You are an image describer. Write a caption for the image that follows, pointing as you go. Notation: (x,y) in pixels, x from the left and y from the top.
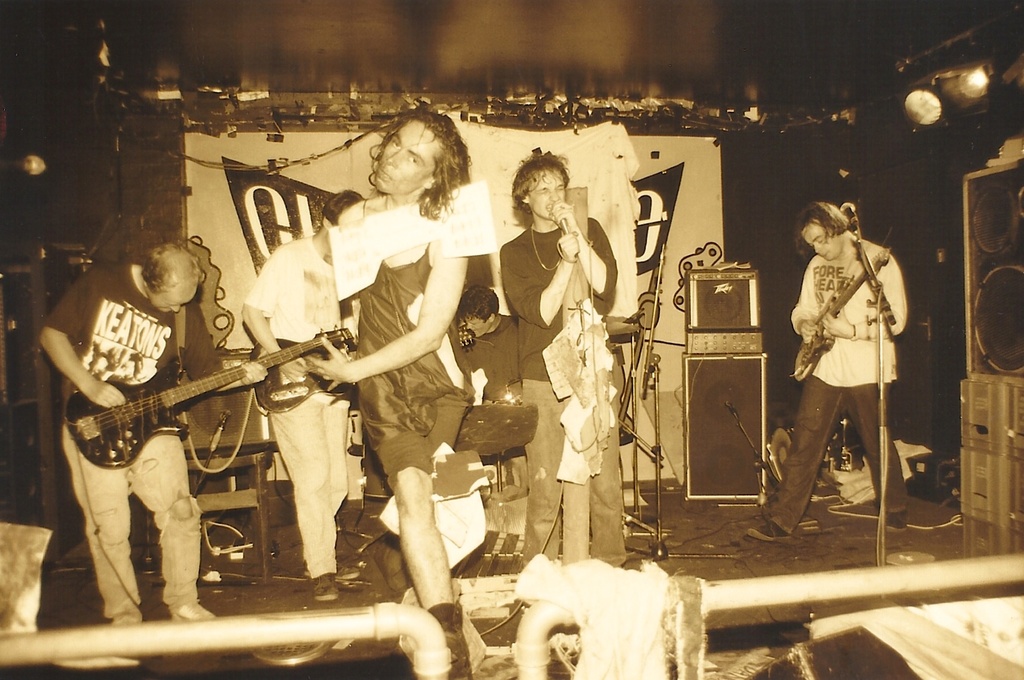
This is completely black and white picture. This is a platform (154,596) where we can see few persons (860,343) standing and playing some musical instruments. In the middle (563,265) we can see a man (565,251) holding a mike (564,224) and singing. This man (447,602) is dancing. These are lights (913,114).
